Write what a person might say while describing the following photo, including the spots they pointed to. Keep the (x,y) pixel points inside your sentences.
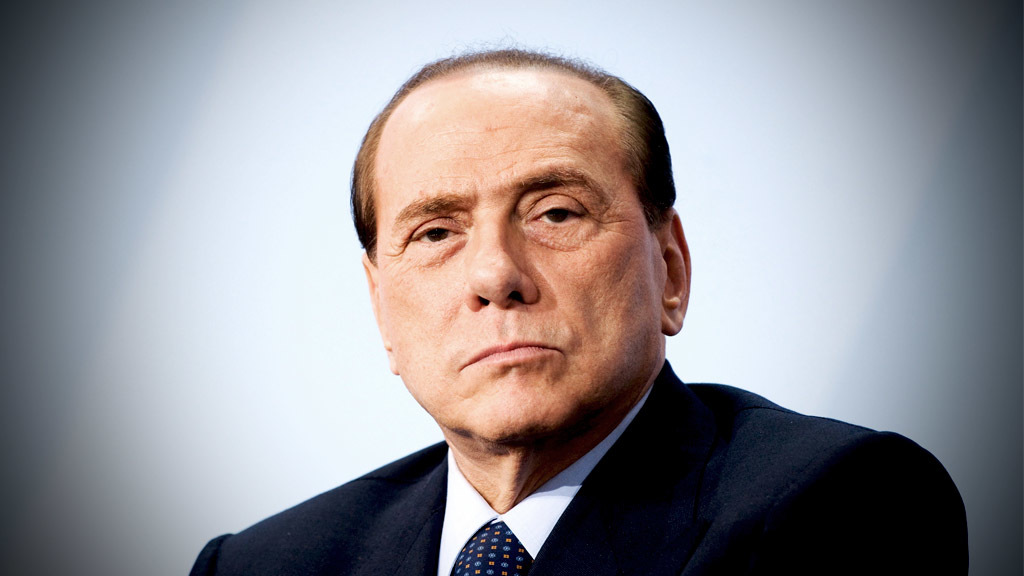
In this picture we can see a man (444,342) in a blazer (442,515). Behind the man (480,408), there is a white background (1001,366).
